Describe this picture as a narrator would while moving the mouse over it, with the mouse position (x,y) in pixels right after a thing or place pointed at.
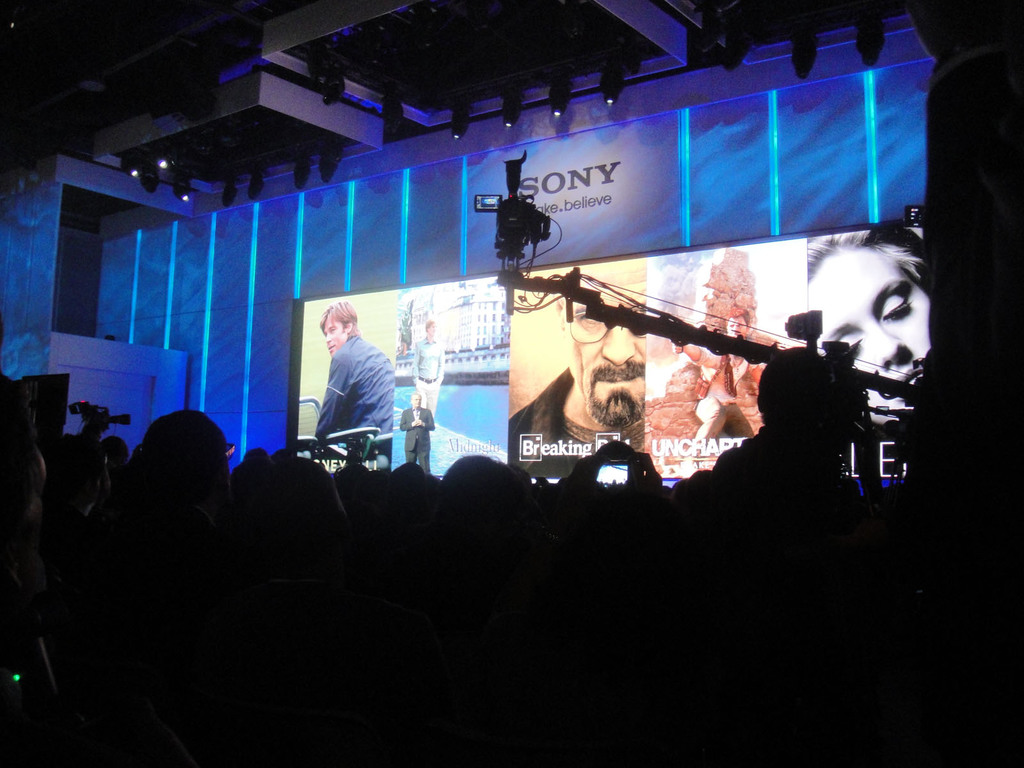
In this picture there is a person (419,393) standing on the stage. At the back (498,389) there is a screen (503,357). On the right side of the image (793,323) there is a camera (835,377). In the foreground (562,507) there are group of people (505,606). At the top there are lights (503,89). At the back (354,380) there is a text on the wall (595,156) and there are pictures (461,423) of man (581,388) and woman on the screen (726,396).
